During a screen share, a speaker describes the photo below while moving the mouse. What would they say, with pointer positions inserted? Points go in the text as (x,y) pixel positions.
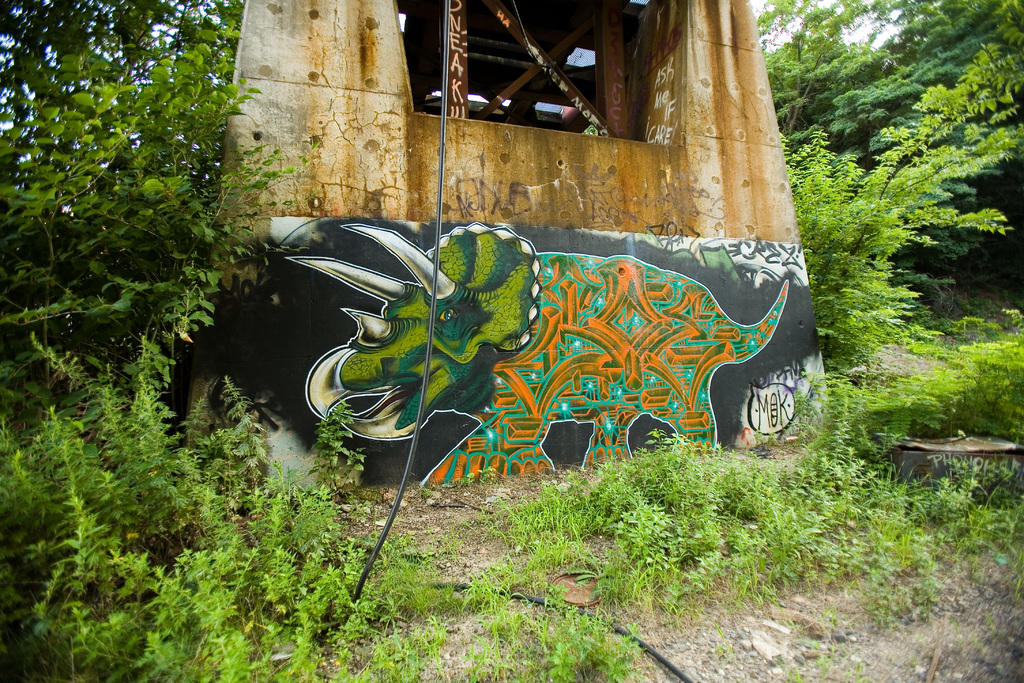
In this image there are plants (139,347), in the background (237,319) there is a wall (682,236), for that wall (498,278) there is painting (584,304) and there is a wire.
